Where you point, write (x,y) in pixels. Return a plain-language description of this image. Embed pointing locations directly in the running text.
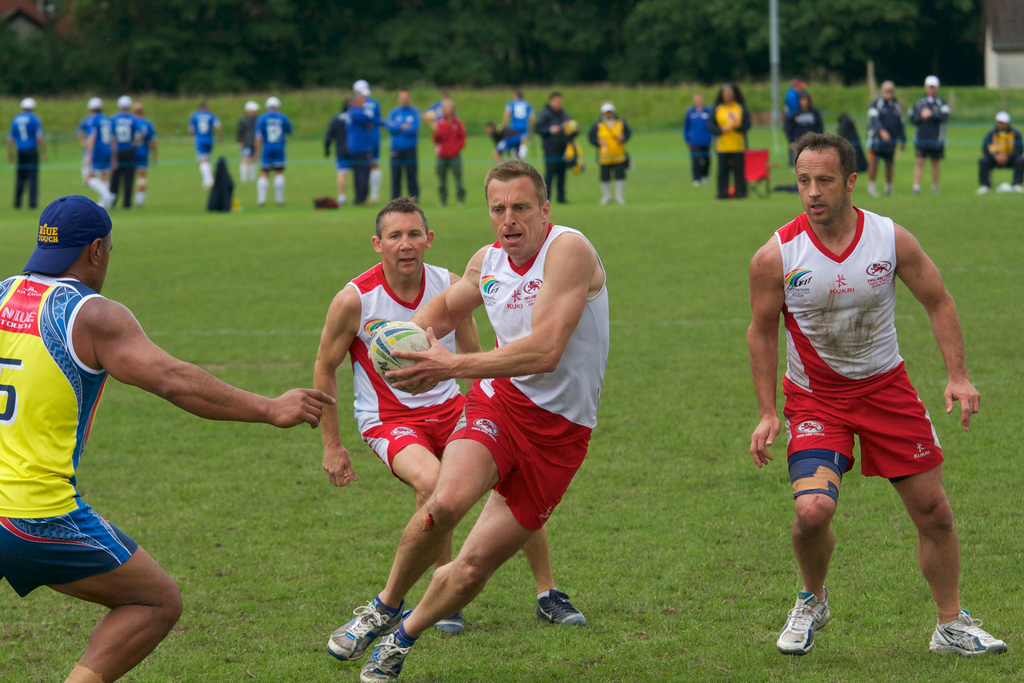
In this picture I can see few players (486,293) playing with a ball (386,353) and I can see few people (457,159) standing in the back (480,119) and I can see grass (289,478) on the ground (302,216) and few trees (731,59) in the back (856,19).
